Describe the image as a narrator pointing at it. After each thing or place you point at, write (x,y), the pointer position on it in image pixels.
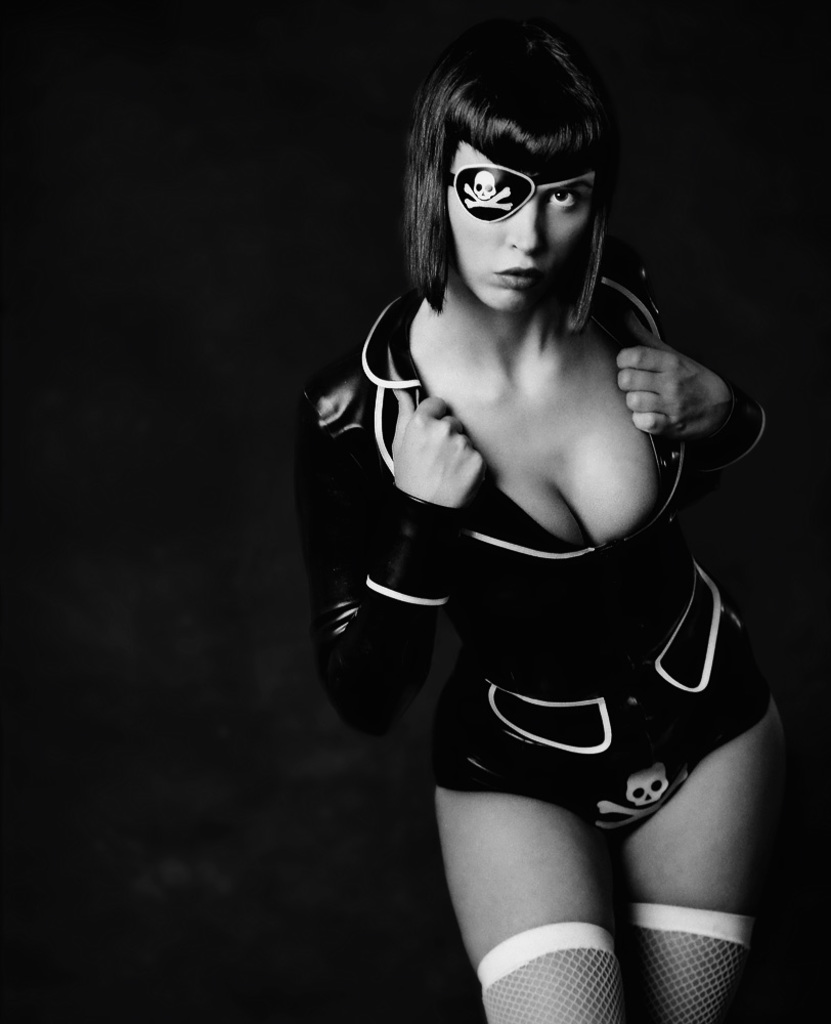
In the picture we can see a black and white photograph of a woman (490,919) standing and showing her dress (361,685) and behind her we can see a black surface (123,551).
